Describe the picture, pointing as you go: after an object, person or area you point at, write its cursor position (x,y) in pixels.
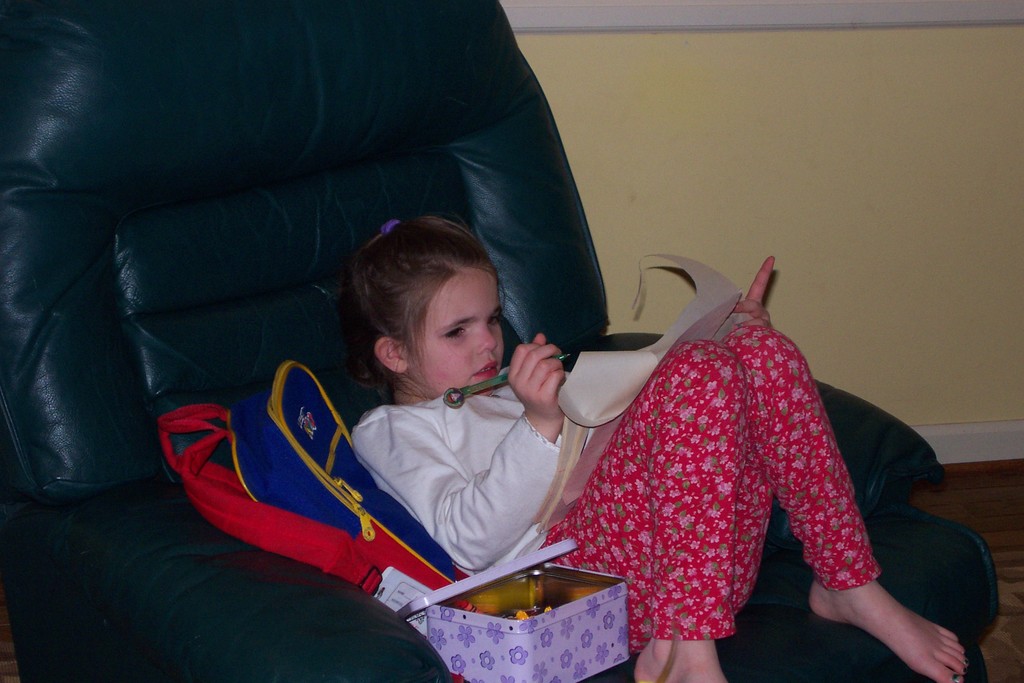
In this picture I see a girl (469,385) in front (653,619) who is lying on this couch (308,173) and I see a bag (339,420) and a box (600,605) near to her and I see that she is holding a thing (447,396) in her hand (533,347). In the background (677,199) I see the wall (722,103).
